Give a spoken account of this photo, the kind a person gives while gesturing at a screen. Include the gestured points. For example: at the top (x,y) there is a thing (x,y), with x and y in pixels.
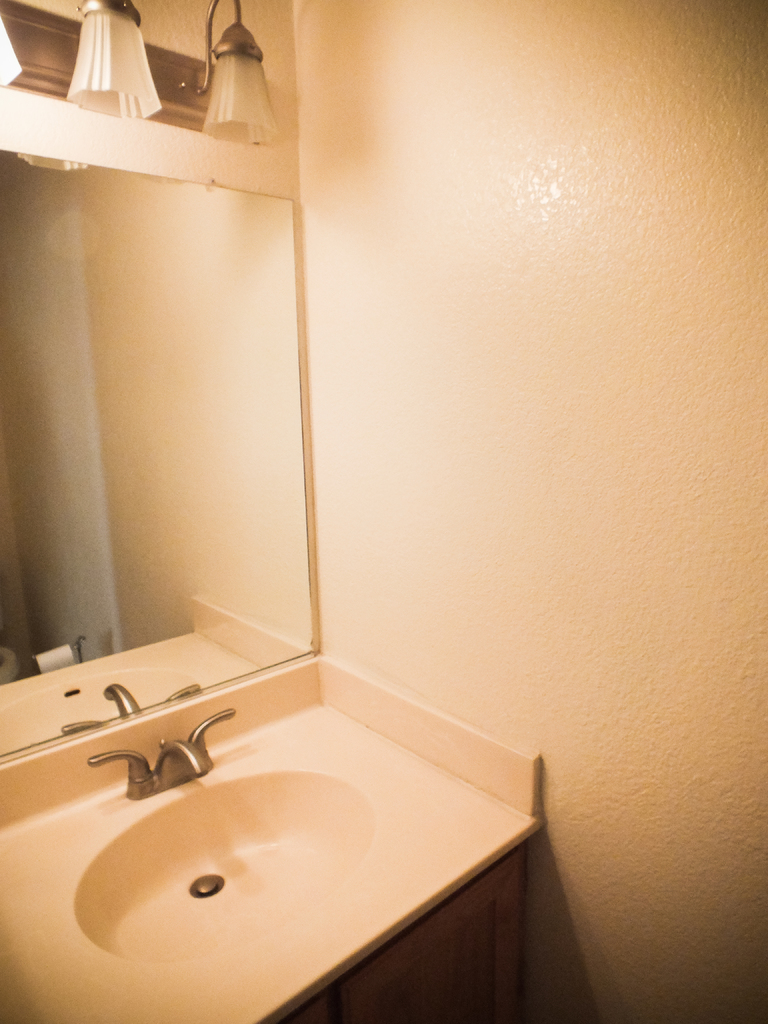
In this image, we can see a sink (310,815) and there is a mirror (214,509). At the top (137,94), there are lights (96,98) and in the background (553,393), there is a wall (620,520).
